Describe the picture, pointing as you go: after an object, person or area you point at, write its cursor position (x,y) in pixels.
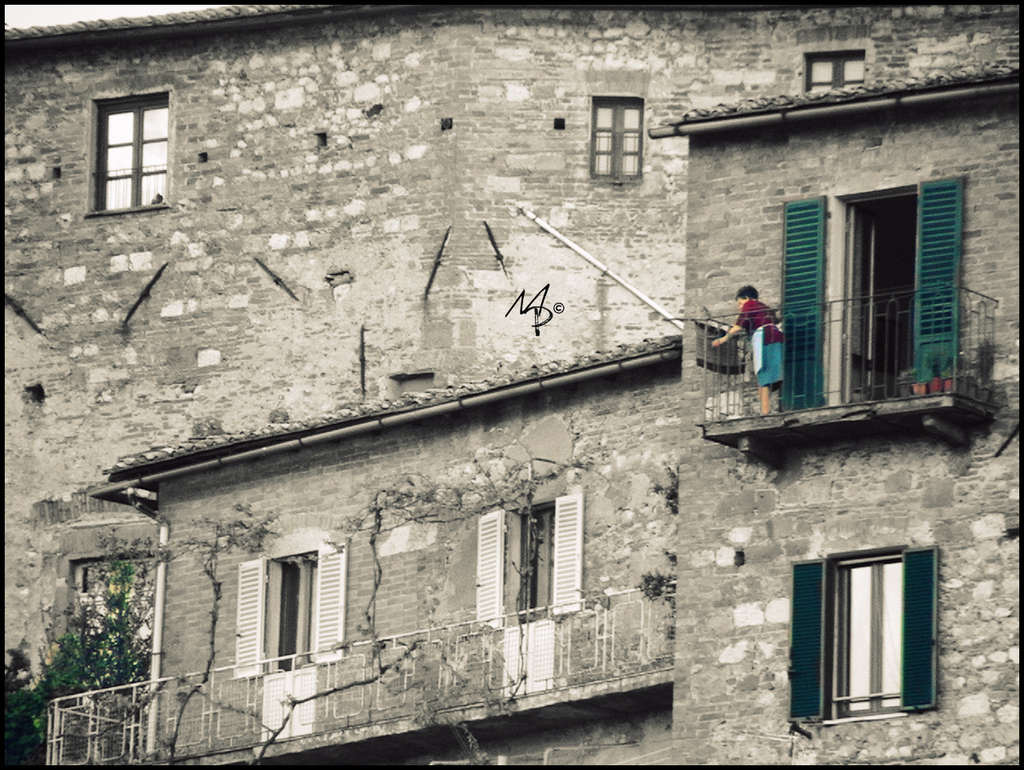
In the center of the image (527,359) we can see buildings (749,275), windows (569,504) are there. On the right side of the image (764,369) we can see a person (778,333) is standing. On the left side of the image (145,623) we can see some plants (102,648) are there.
